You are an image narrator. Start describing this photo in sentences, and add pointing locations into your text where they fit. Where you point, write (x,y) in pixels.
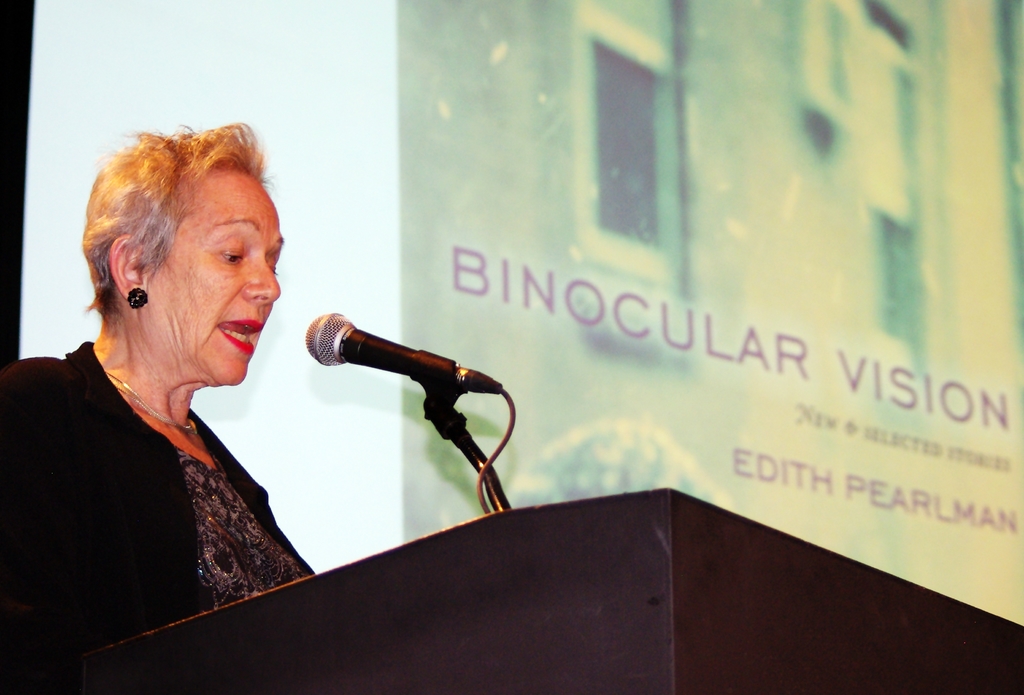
In this image we can see one woman (117,488) standing near the podium (528,619) and talking. There is one microphone (358,361) attached to the podium (612,613), one big banner (677,305) with image (842,263) and text (985,520).
